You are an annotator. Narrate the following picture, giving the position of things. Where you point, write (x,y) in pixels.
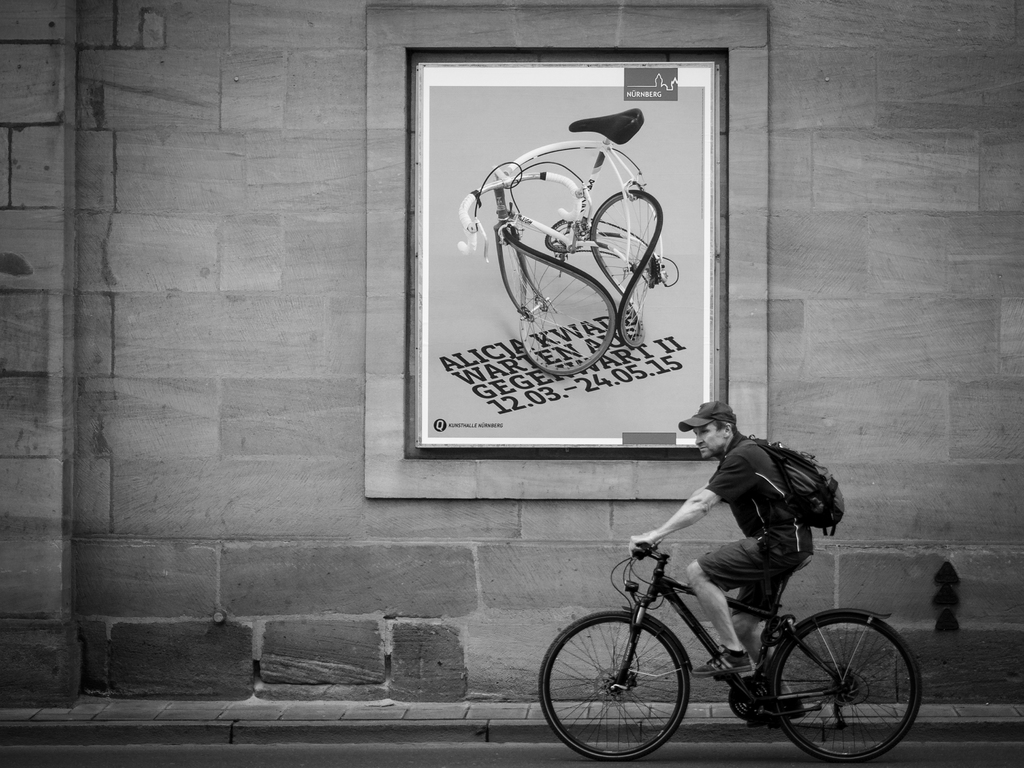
There is a man (744,501) cycling a bicycle (833,671) on the road (87,754). In the background (605,444) there is an advertisement poster (525,285) on the wall (180,423). The man (763,516) is carrying a bag (814,497) on his shoulders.
